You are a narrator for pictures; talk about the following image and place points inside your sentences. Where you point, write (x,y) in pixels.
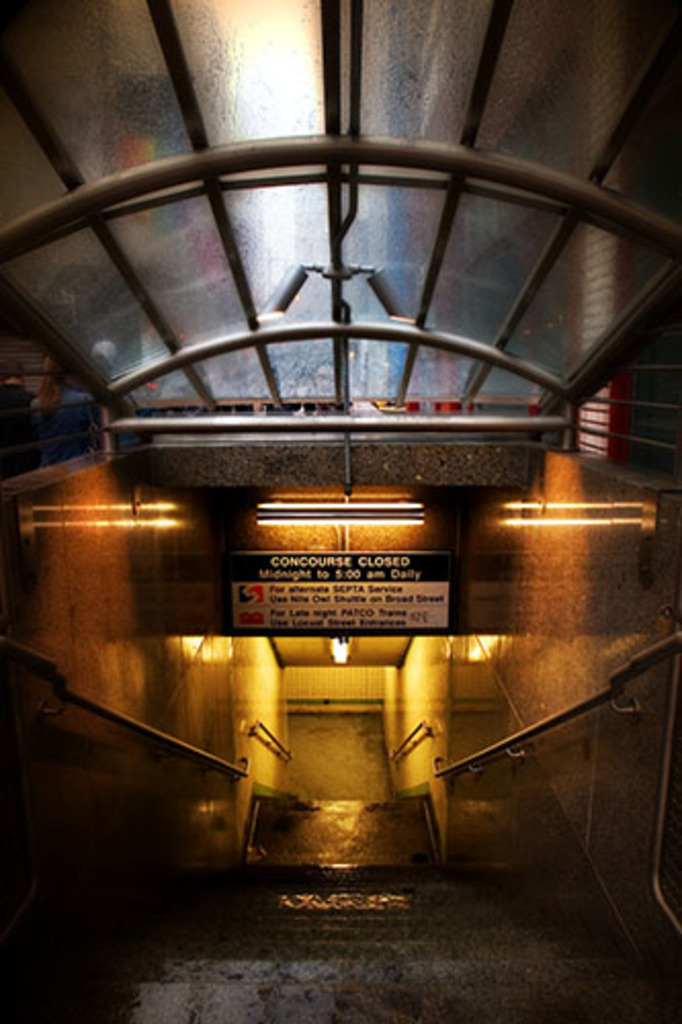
In the center of the image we can see the fences (681,872) and staircase (386,935). In the background (370,466) there is a wall (338,451), roof (518,23), lights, one banner (313,563) and a few other objects (608,449).
